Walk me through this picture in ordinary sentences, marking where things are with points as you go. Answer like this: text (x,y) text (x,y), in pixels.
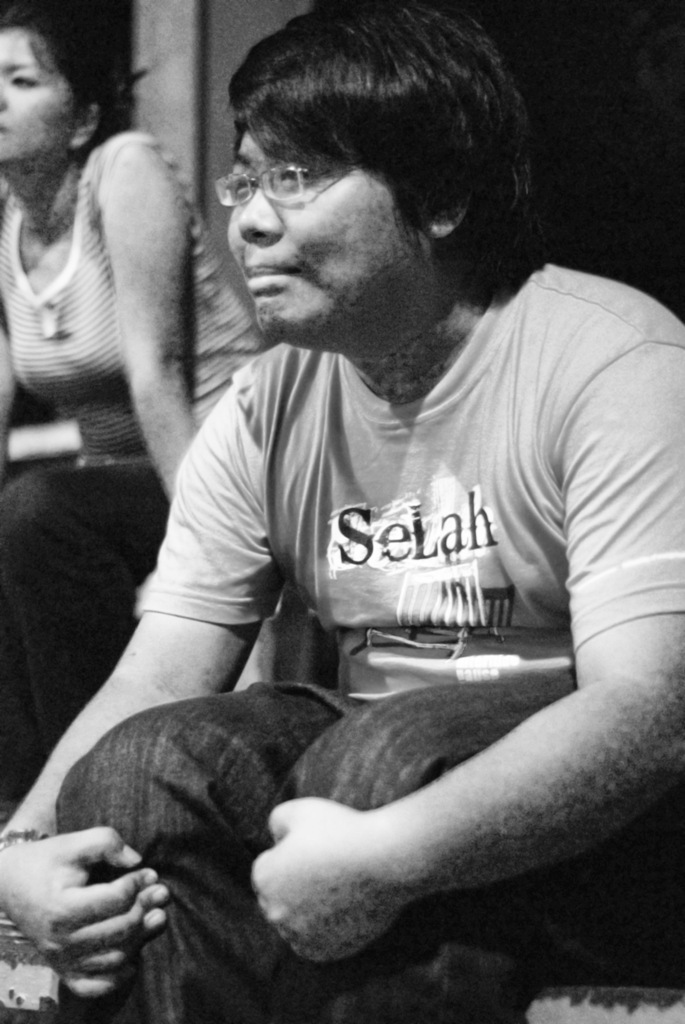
There is a man (269,386) sitting in the foreground area of the image (276,454), there is a lady (63,228) in the background (59,219).
